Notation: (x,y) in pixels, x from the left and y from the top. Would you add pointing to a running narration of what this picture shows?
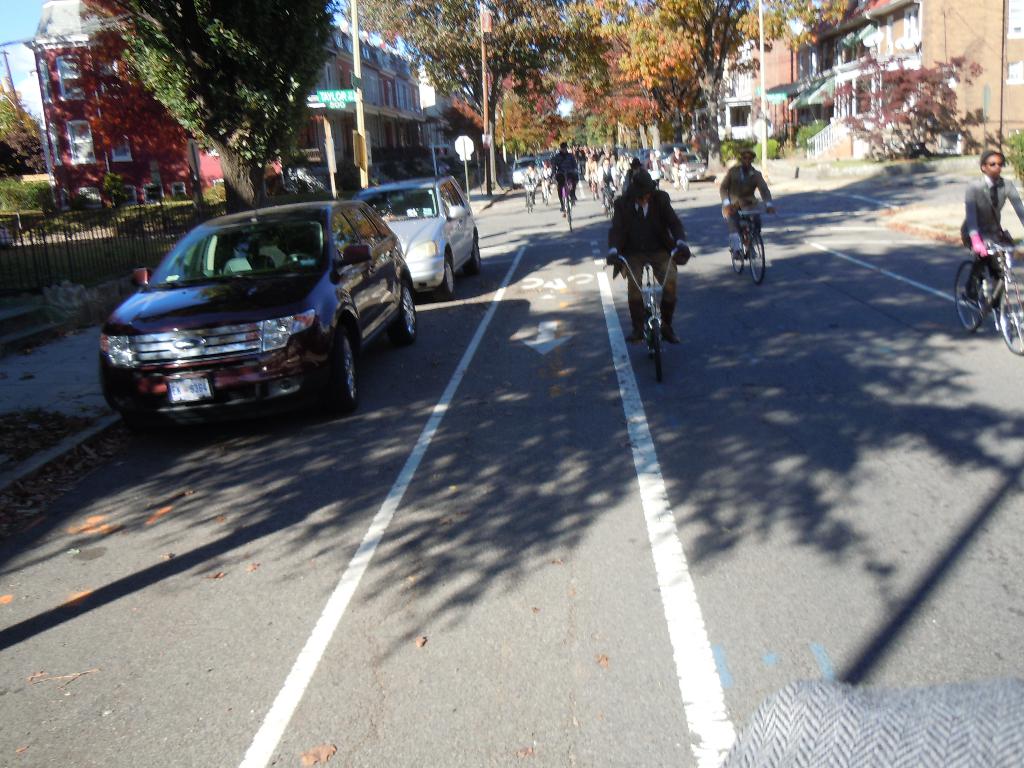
In the picture we can see a road (876,555) with some cars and some people (677,173) are riding bicycles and on the either sides of the road (895,196) we can see the path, railing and some plants (381,176) and trees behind it and in the background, we can see some buildings (377,118) with windows (401,98) and glasses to it and some poles (761,10) near it and we can also see trees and sky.
